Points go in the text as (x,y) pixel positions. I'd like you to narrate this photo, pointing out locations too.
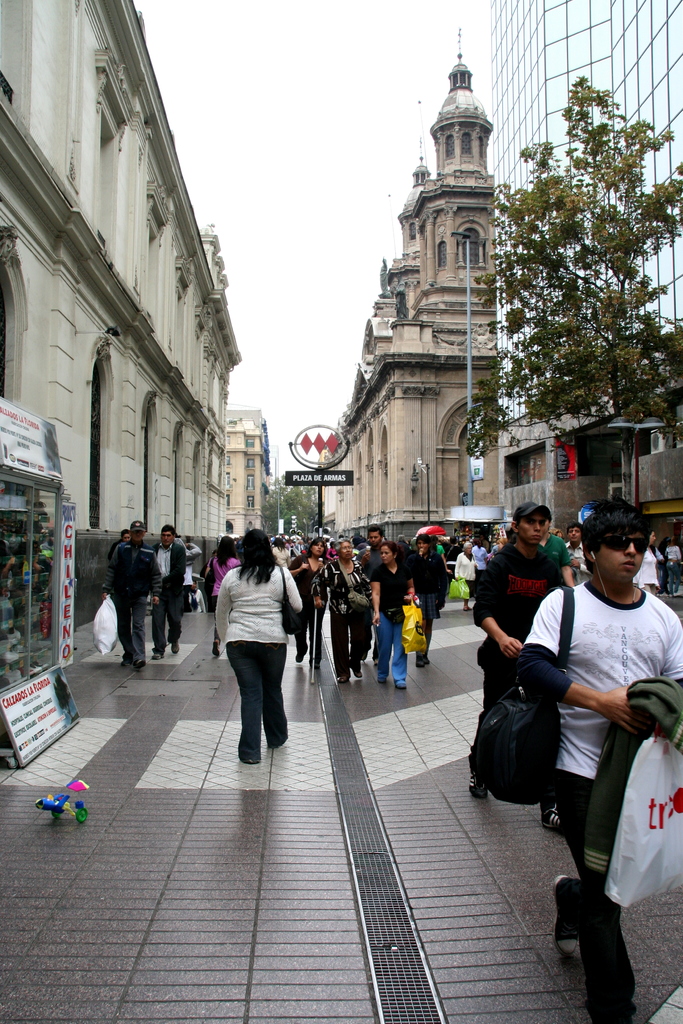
In this image, we can see people (280,596) walking on the paved floor (265,813) and in the background (152,287), there are buildings (200,336), trees (577,301), we can see a pole (468,456).
